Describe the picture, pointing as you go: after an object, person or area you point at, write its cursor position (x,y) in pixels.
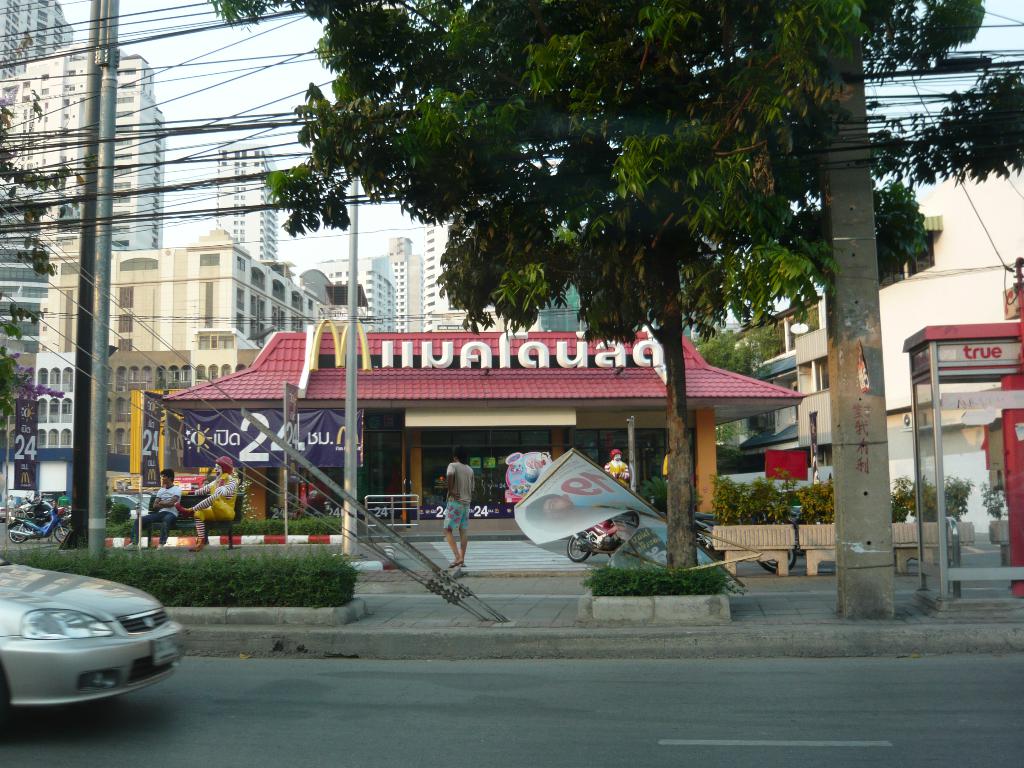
In this image we can see a house (272,486) with roof (398,398). We can also see a car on the road (219,697), a divider (422,649), plants (323,601), poles (476,606), pillar (840,536), wires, tree (696,187), benches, a person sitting on the bench (190,525), a person (468,471) standing on the footpath (466,573), buildings (182,360) with windows (178,379) and the sky (292,112).
